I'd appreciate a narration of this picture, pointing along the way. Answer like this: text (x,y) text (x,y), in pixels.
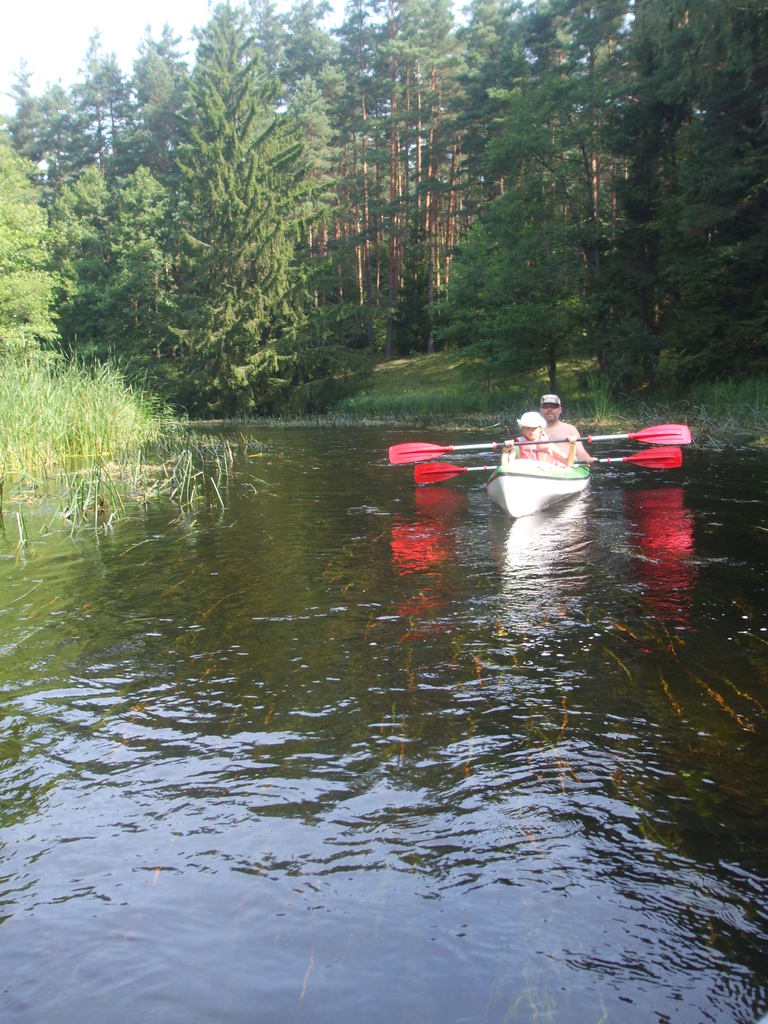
In this image we can see persons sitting in the boat (520,497) and carrying oars (600,462) in their hands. In the background (215,195) we can see trees (201,192), sky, grass (104,419) and water (301,693).
